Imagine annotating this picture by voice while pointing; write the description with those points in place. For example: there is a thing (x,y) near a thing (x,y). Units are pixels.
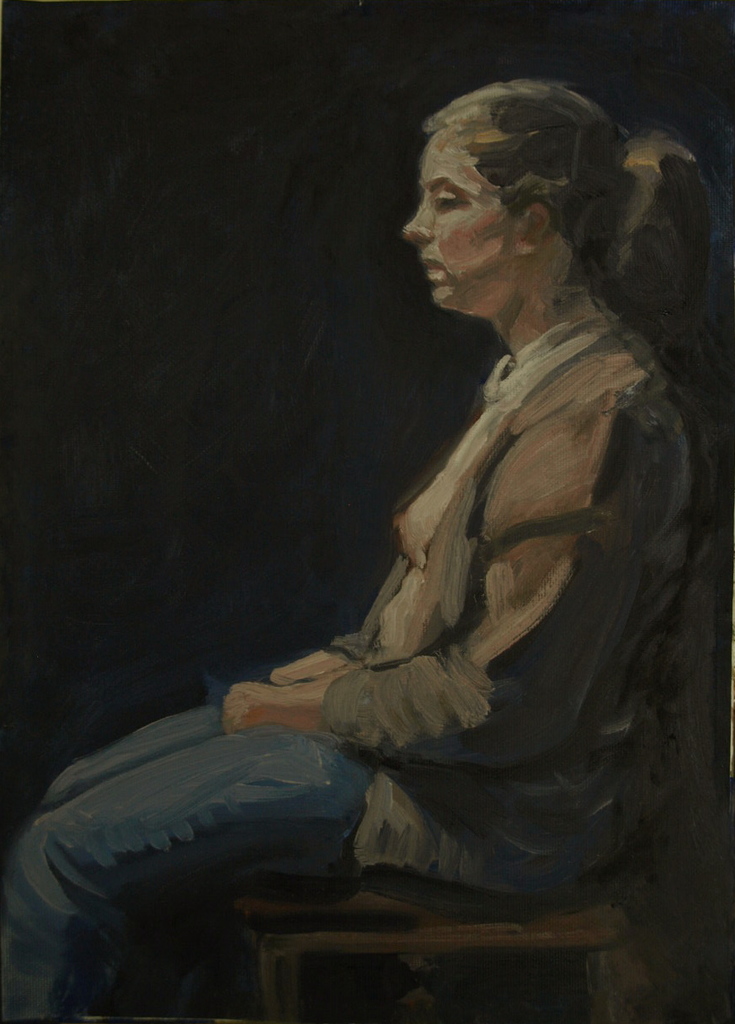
In this image I can see a painting (513,863) of a woman (500,649). I can also see black colour in the background (416,293).
